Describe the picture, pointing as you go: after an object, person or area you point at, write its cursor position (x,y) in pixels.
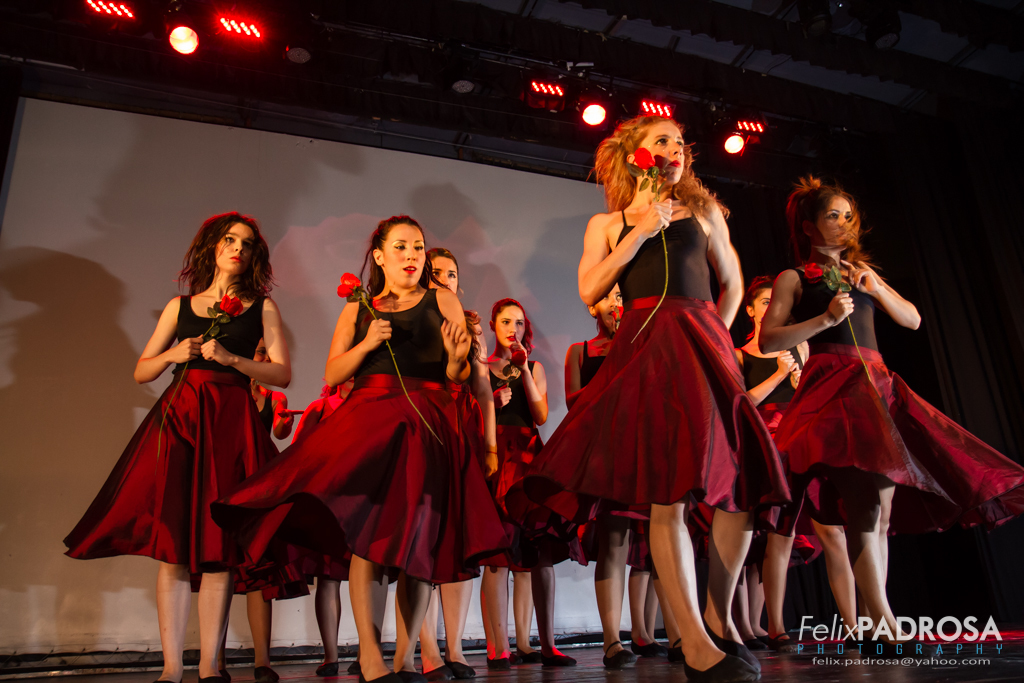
In this picture, we see the women (504,431) are standing on the stage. They are holding the rose flowers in their hands (838,320). They might be performing on the stage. Behind them, we see the projector screen (472,183). On the right side (937,305), it is black in color. At the top (577,88), we see the lights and the roof (774,140) of the building (626,90). This picture might be clicked in the dark. This picture might be clicked in the concert hall (1013,596).
